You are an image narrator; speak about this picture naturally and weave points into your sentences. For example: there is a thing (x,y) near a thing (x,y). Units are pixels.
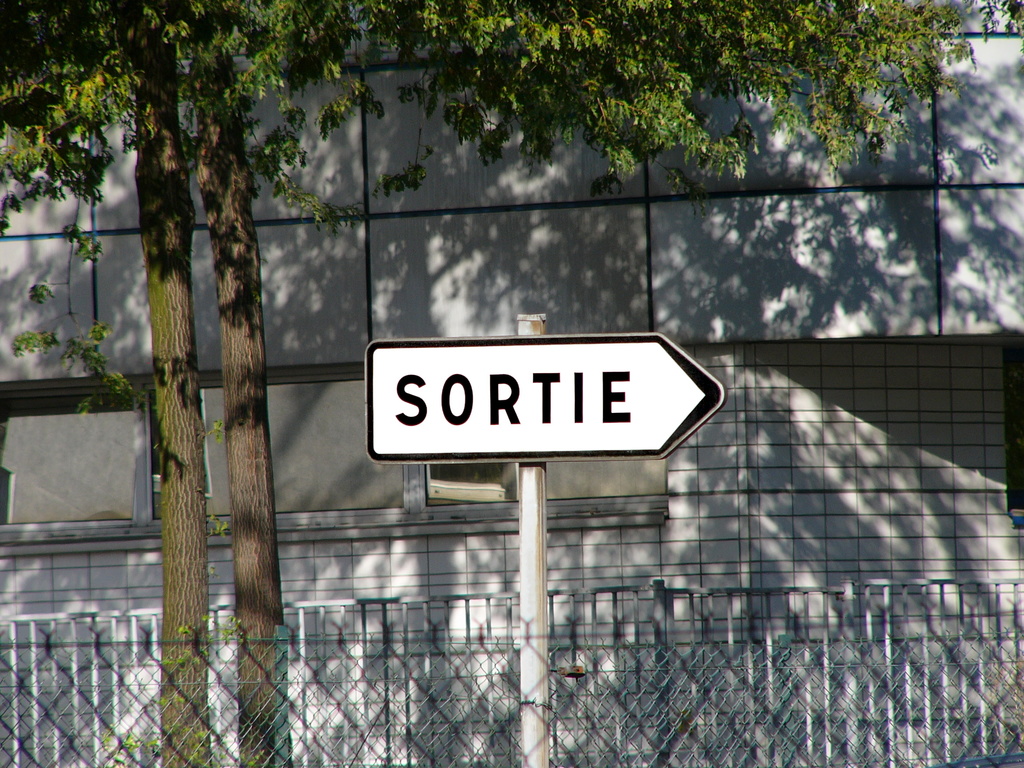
This image consists of a directional board (513,452). In the background (494,685), there is a fencing (494,685). In the background (503,705), there is a fencing (354,727) along with the trees (237,266). And we can see a building (390,501).
